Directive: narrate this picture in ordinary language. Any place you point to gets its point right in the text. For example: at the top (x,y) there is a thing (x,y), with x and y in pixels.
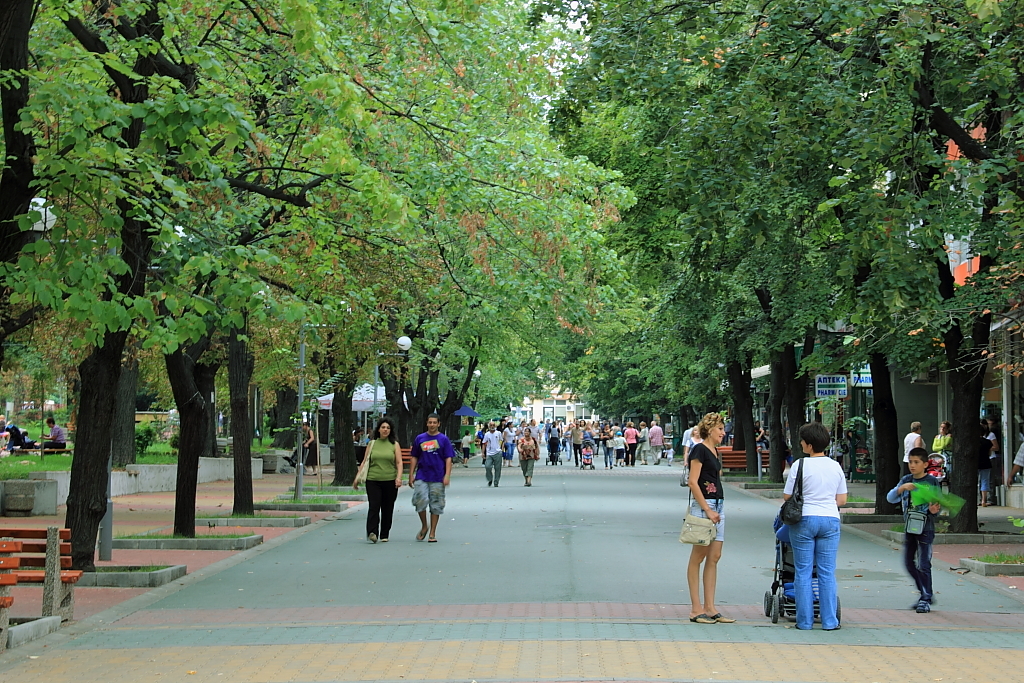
In this picture I can see few persons (718,481) are standing on the road (726,574), on the right side (808,540) a group of people (442,444) are walking on the road (548,485). There are trees (621,419) on either side of this image, in the bottom left hand side (50,580) there are bench chairs (63,570).
